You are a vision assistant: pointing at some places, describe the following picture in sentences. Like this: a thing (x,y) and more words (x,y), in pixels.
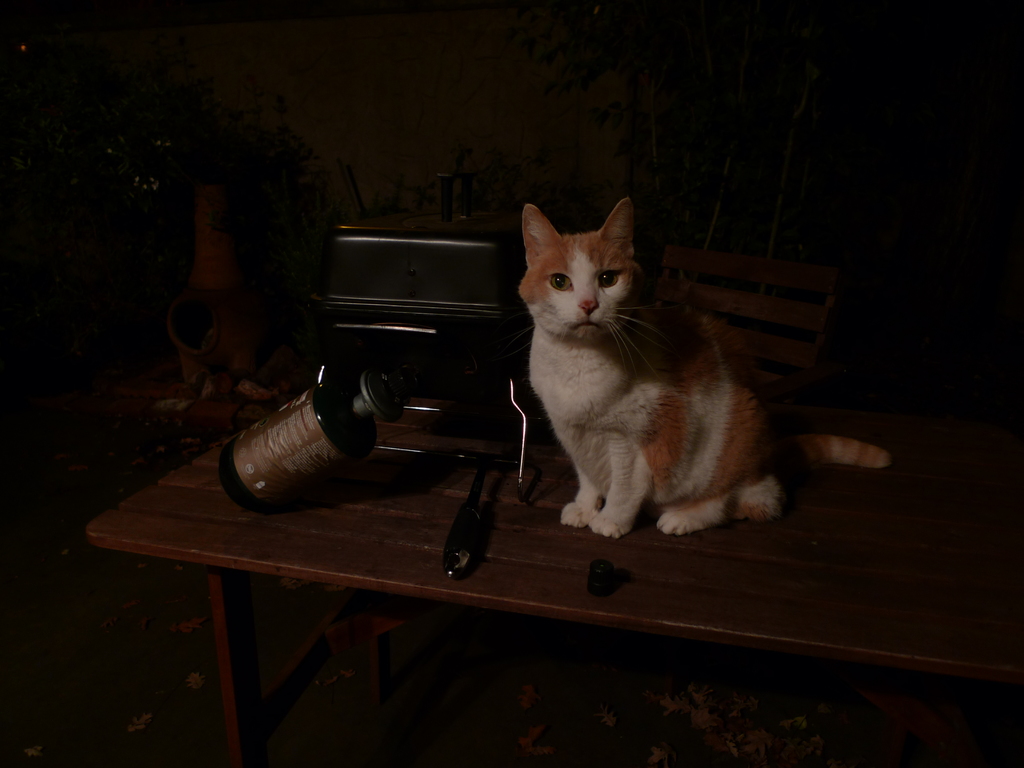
In this picture, we see the cat (680,396) is sitting on the brown table (641,560). Beside that, we see a black color thing (372,442) which looks like a glass bottle (344,443). Behind that, we see a chair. In the background (173,163), it is black in color. This picture is clicked in the dark.
